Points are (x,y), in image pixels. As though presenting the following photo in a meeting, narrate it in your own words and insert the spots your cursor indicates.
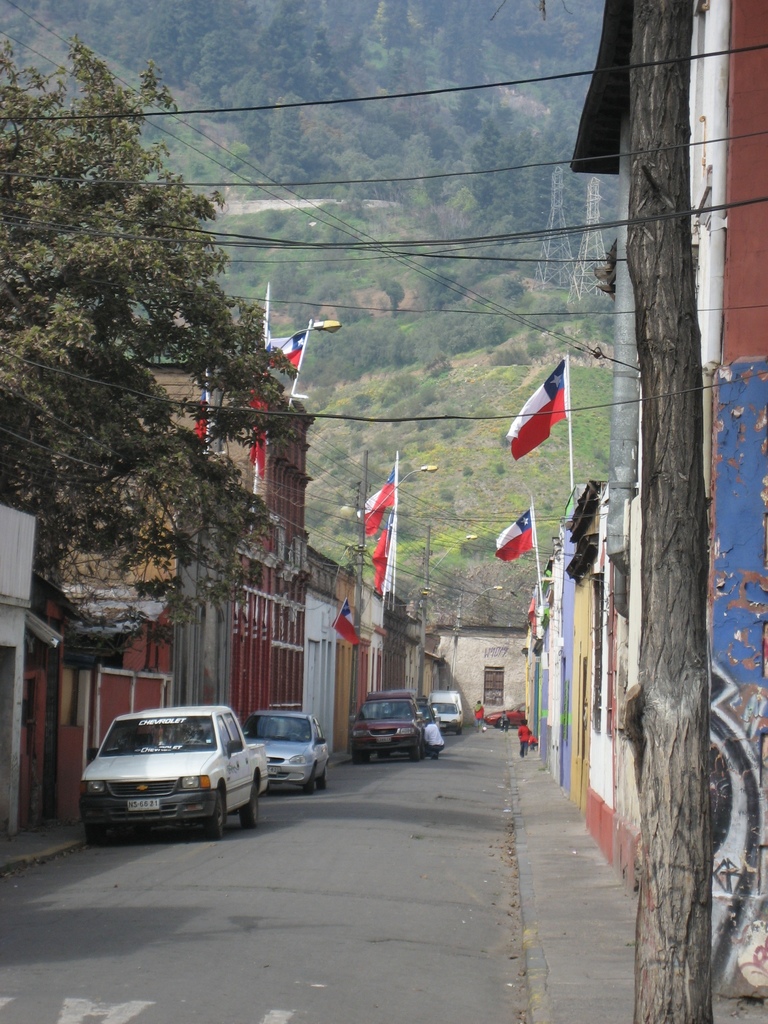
In the picture we can see a road (428,789) on it we can see some cars (407,739) are parked near the houses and tree (238,471) beside it and we can see some flags (352,635) to the houses (364,634) and on the opposite side also we can see houses (568,705) with flags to it and in the background (402,465) we can see hills (465,535) with full of trees (567,301).
